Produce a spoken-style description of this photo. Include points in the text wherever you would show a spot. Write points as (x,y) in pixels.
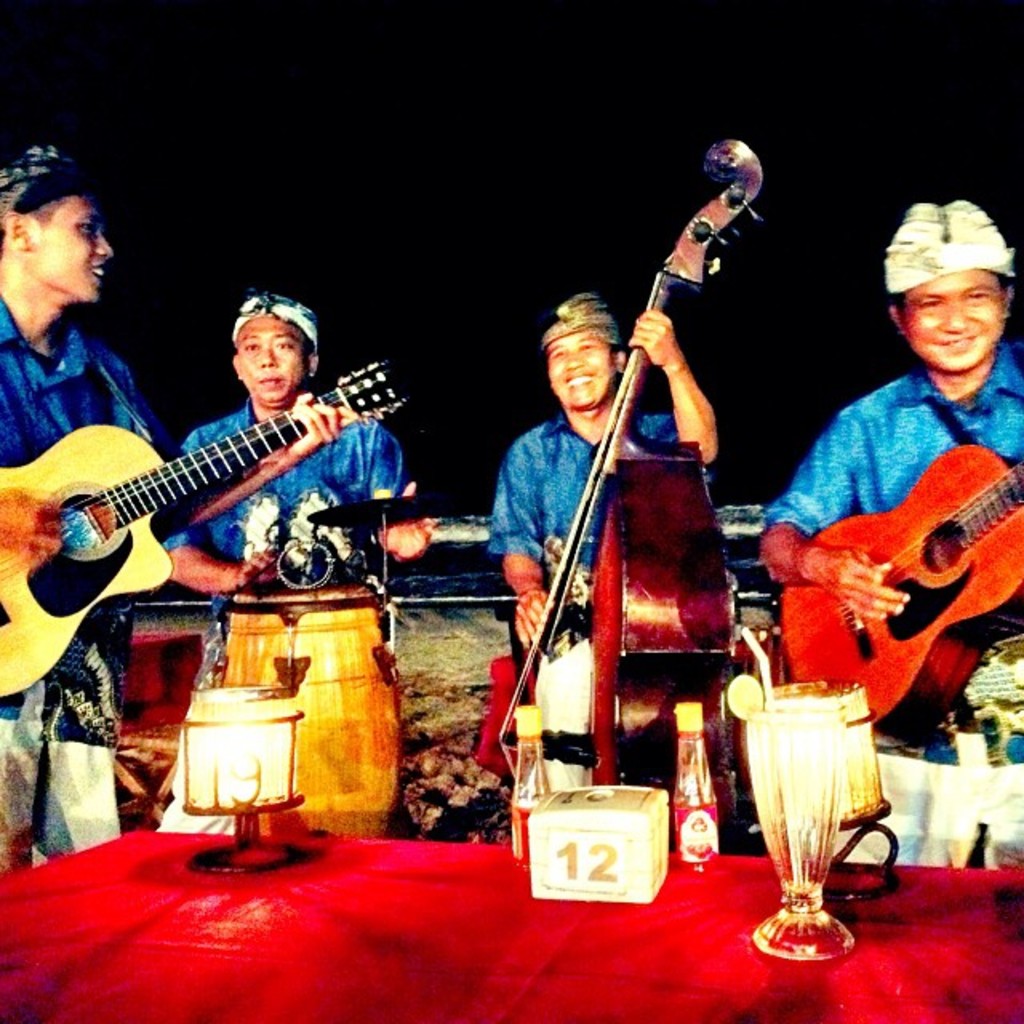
In this picture we can see group of musicians (911,422), they are all playing musical instruments (669,661), in front of them we can find couple of bottles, a glass (832,786), box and couple of lights (859,831) on the table (356,937).
